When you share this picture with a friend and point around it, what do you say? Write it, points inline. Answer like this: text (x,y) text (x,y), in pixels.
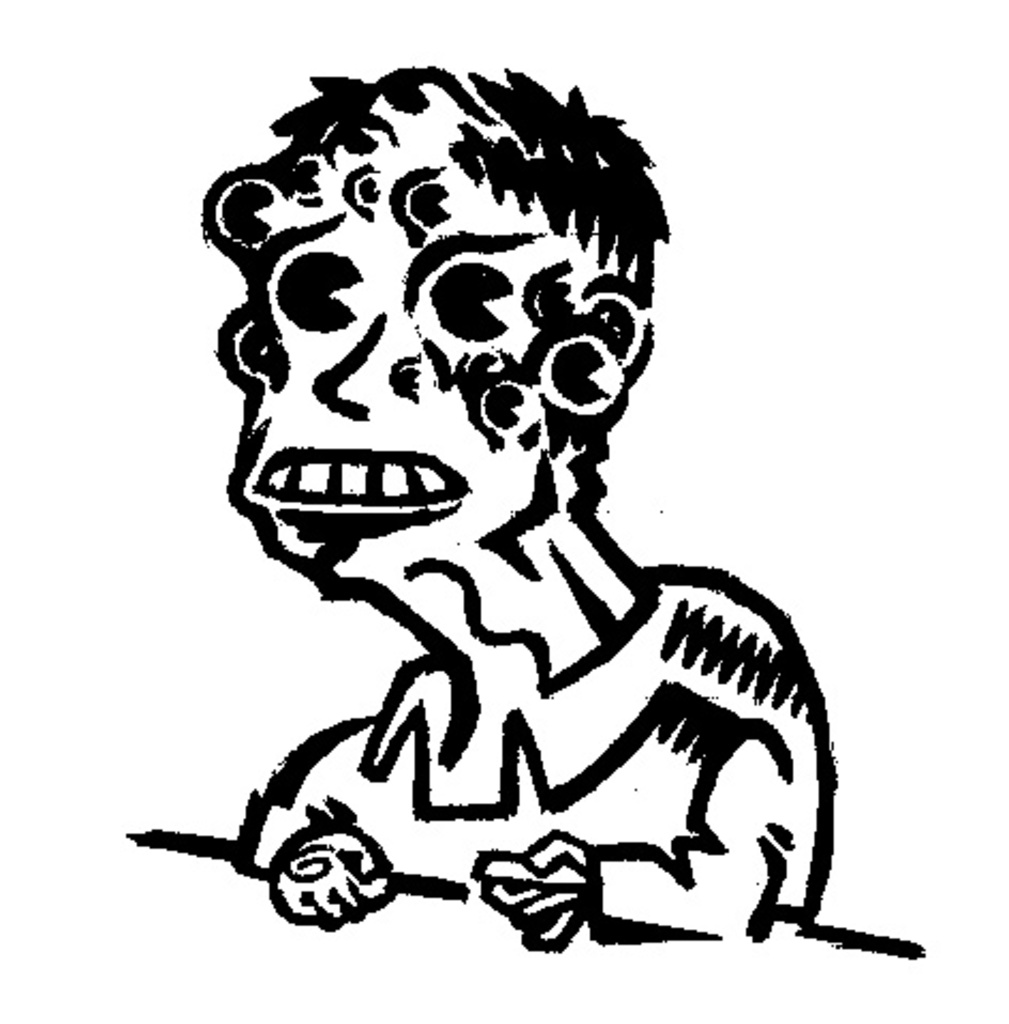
In this image I can see a drawing (441,643). I can also see this image is black and white in colour.
